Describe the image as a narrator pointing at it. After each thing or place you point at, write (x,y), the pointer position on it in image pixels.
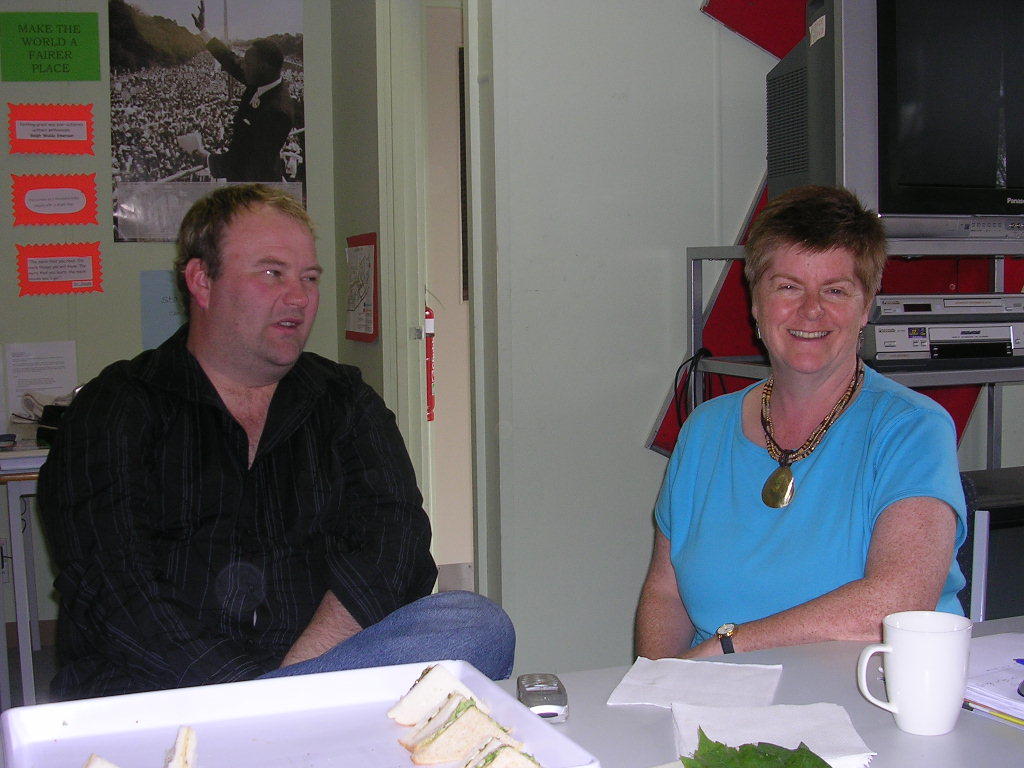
This Image is clicked inside a room (527,539) where it has a woman (830,406) on the right side (788,554) and man (353,489) on the left side (289,563). Women (820,511) wore blue color t-shirt (816,528) and Chain (828,415) men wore black colour shirt (392,519) and jeans (429,636), there are so many papers (45,209) pasted on the left side (135,175). There is television (909,196) in the top right corner (914,138), there is a cup (907,636) on the bottom right corner (934,626). There is a plate (60,746) placed in front of a man (144,670) in the bottom (421,765) it has sandwiches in it, there is also a phone (520,689) placed in the bottom (527,697). There is a table (792,661) in front of them there are tissues (691,691) in the bottom (790,729) on the table (668,747).
